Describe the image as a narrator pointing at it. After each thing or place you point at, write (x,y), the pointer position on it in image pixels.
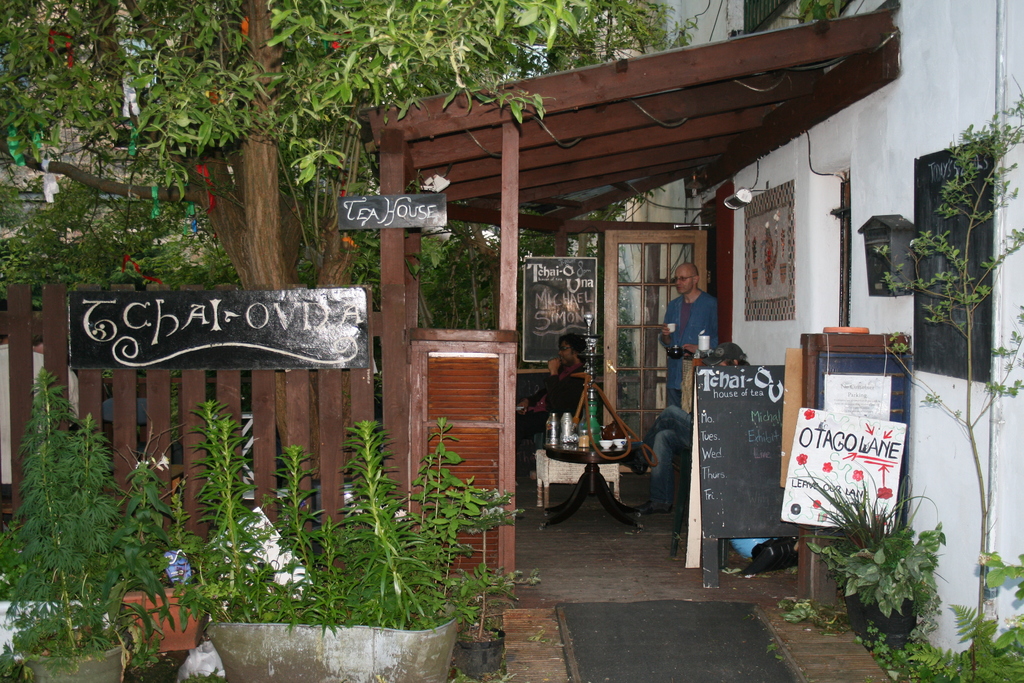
In this image, we can see few peoples (672,426), few are sat and this person (699,319) is standing near the door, he hold a cup (672,328) on his hand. On right side (874,404), we can see so many boards (862,407) and left side (155,388), there is a name board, fencing (255,440), plants (260,605) we can see trees (206,217) In the middle of the image (595,416), there is a table (609,452), few items (586,439) are placed on it.
